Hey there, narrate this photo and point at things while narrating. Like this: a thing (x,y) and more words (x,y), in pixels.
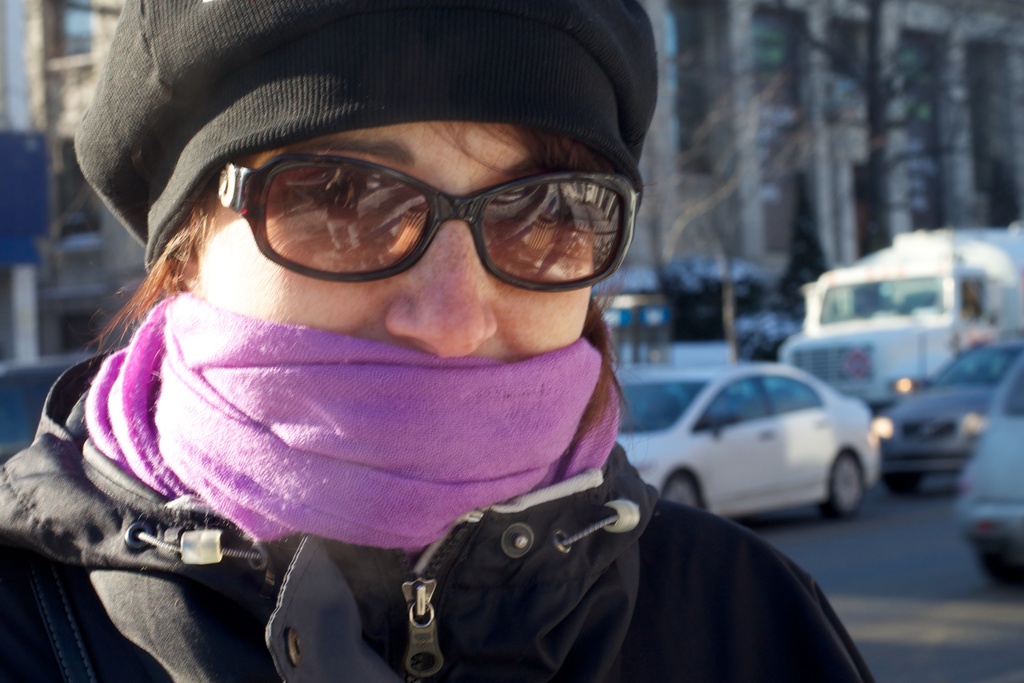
This image is taken outdoors. On the right side of the image (731,397) a few vehicles (786,398) are moving on the road (839,518). On the left side of the image (237,562) there is a person (275,507) with a hat (313,80), a scarf (458,473), jacket (437,562) and goggles (499,244). In this image the background (848,188) is all little blurred.
